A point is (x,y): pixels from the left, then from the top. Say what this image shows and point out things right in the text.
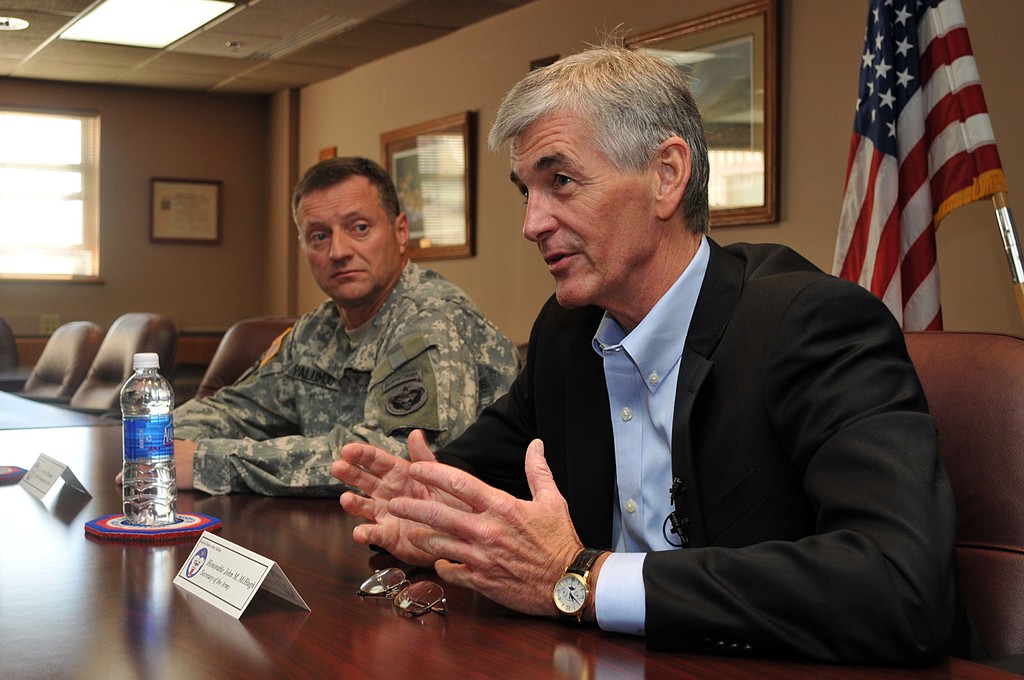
in this image i can see 2 men (604,441) sitting. in-front of them there is a table (310,623) and a water-bottle (140,440), spectacles (367,595). behind them there is an American flag (894,156) and on the wall (787,84) there are photo frames (437,159). on the left side (96,153) there is a window (35,187).
